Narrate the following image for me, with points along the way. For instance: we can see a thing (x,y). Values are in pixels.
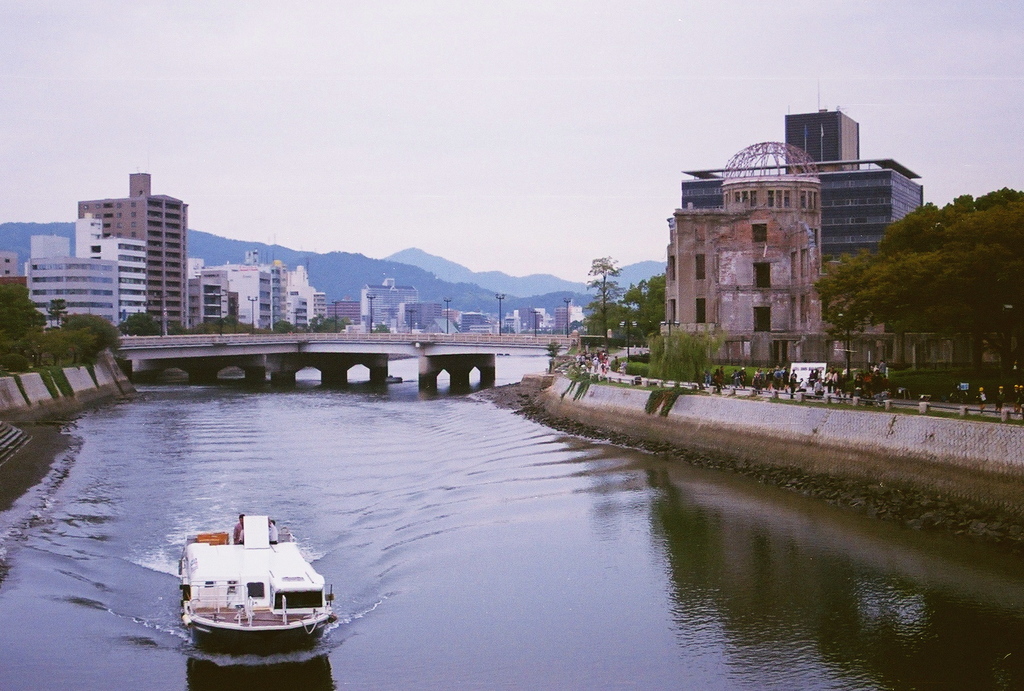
In this image I can see the boat (298,638) on the water (400,615). I can see few people (275,536) in the boat (228,564). To the side of the water (419,551) I can see the railing (836,396), the group of people (836,396) and the boards (797,385). In the background (275,373) I can see the bridge (328,365). I can also see few more trees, poles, buildings (229,280), mountains (460,278) and the sky (423,112).
